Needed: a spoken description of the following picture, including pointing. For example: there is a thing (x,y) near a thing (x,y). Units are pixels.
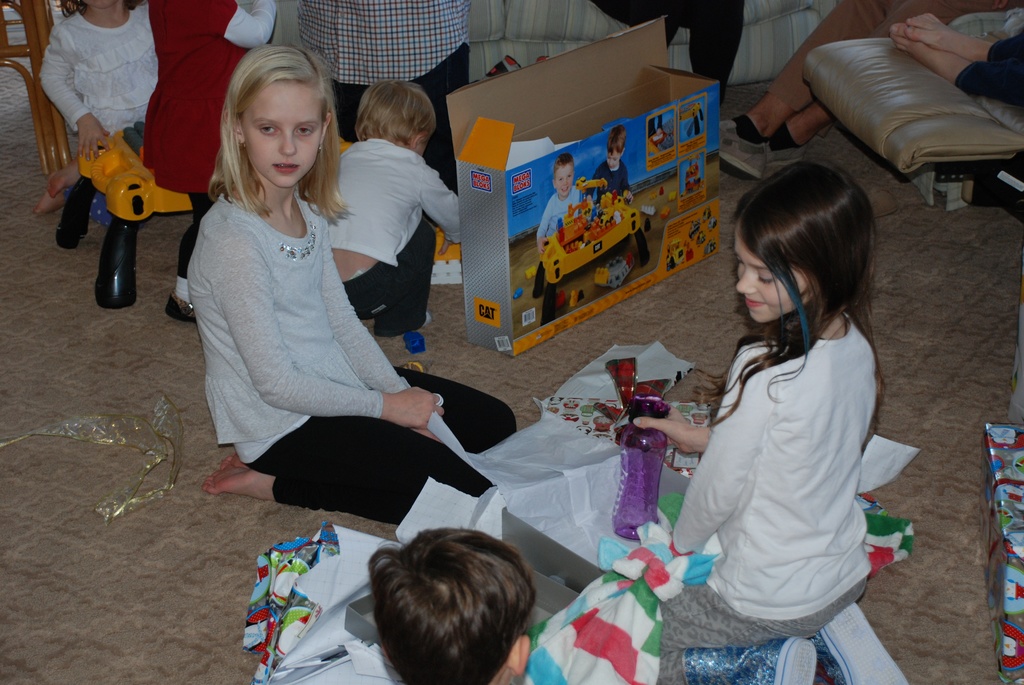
In this picture I can see group of people (909,8). There are papers (319,666), toys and a cardboard box (482,105). I can see a couch (606,26) and some other objects (991,582).
